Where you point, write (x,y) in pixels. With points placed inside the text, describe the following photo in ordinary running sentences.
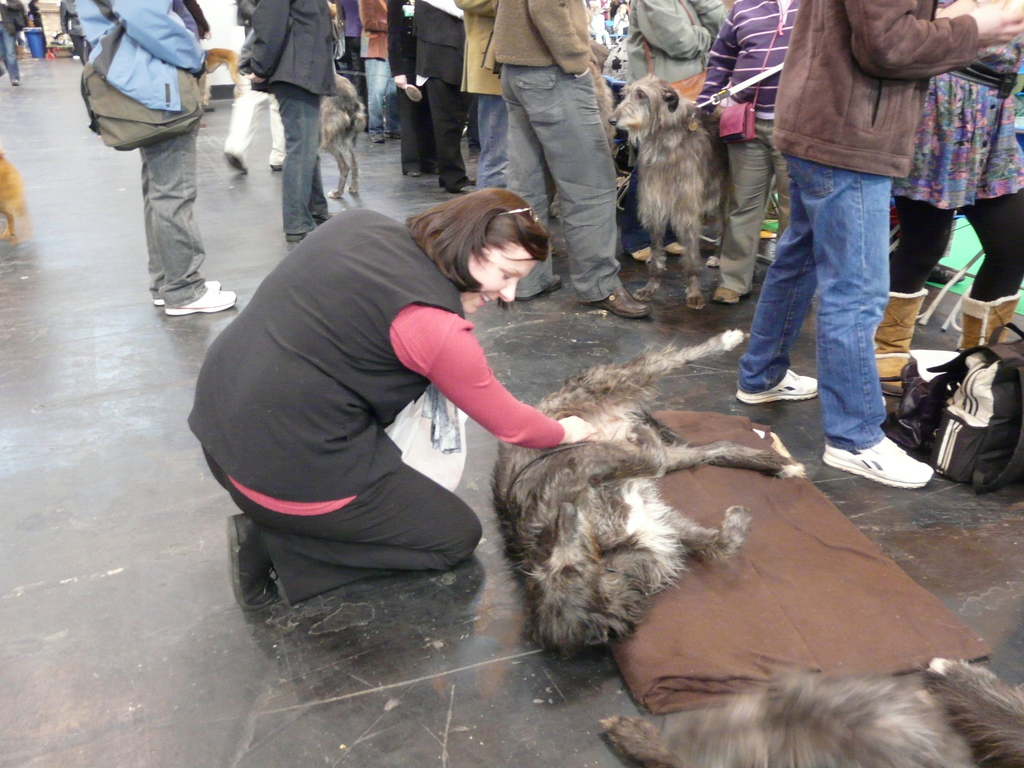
In this image, we can see group of people (175,253) are standing, few dog (959,706) are there in this image. The middle woman (434,337) is holding a dog (536,450) and she is smiling. On right side (965,414), we can see few bags (939,434) and cloth (764,626). Few are wearing a bags (181,112).
